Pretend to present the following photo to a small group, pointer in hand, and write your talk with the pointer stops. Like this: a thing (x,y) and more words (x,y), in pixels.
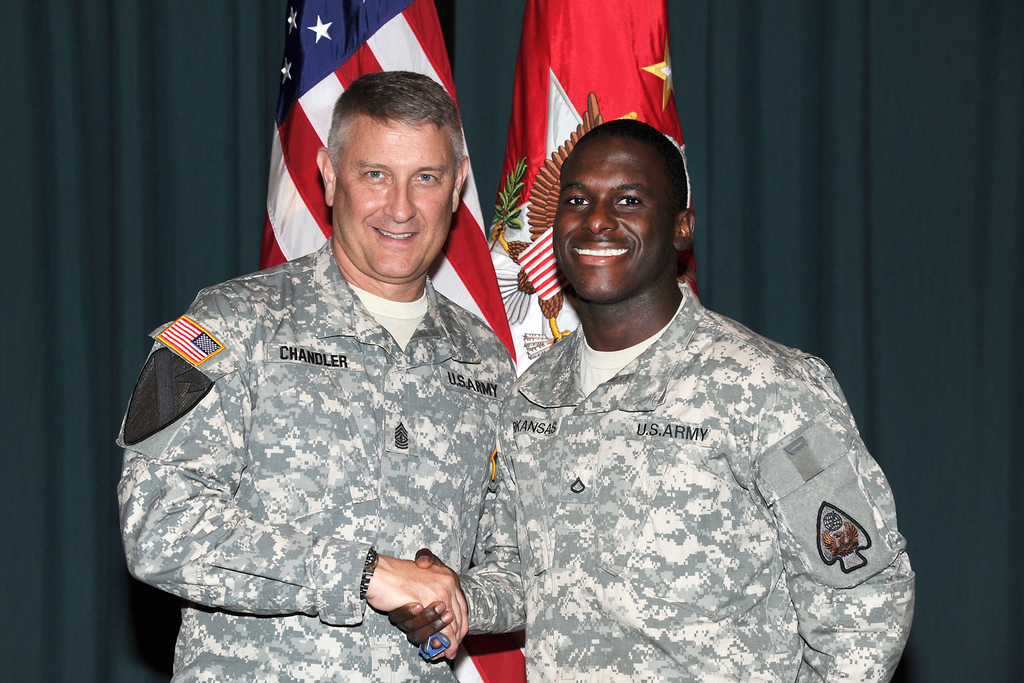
In the center of this picture (649,253) we can see the two men (344,371) wearing uniforms (436,410), standing, smiling and shaking their hands (403,622). In the background (924,194) we can see the curtain (847,185) and the flags (529,138).
